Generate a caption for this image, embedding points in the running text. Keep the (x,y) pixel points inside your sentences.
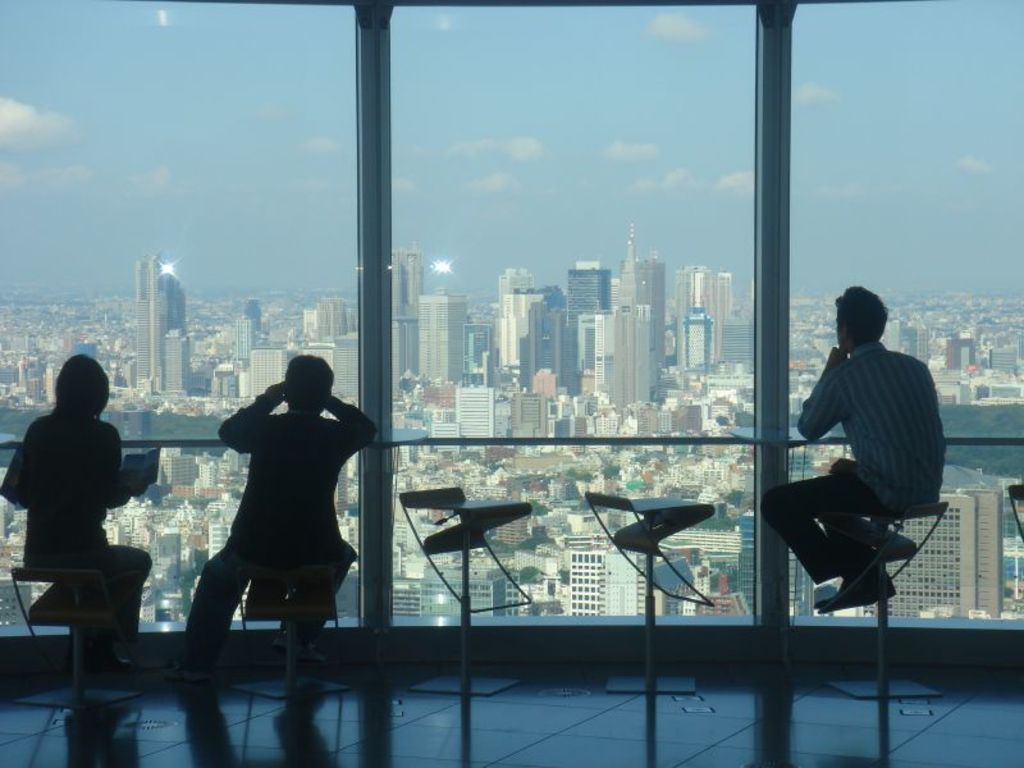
In this image I can see few chairs (435,536) and few persons (313,549) sitting on them. I can see the glass windows (556,576) through which I can see few buildings (455,405), few trees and the sky (473,140).
